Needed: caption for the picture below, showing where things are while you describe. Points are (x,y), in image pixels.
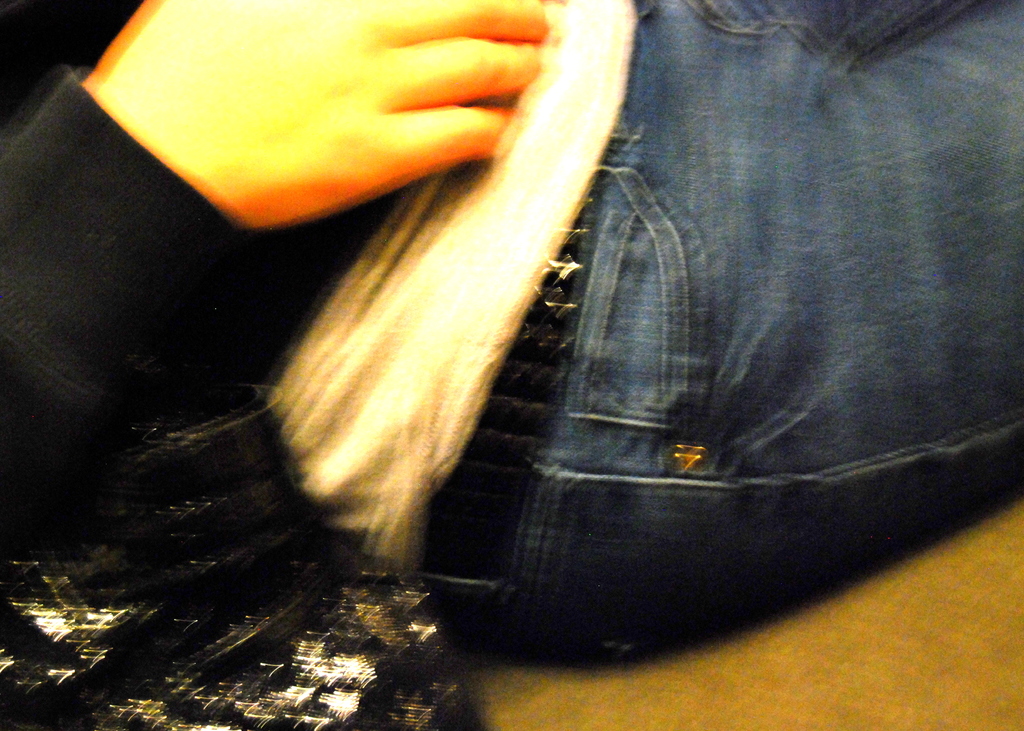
In this image, we can see a person (291,363) wearing clothes (451,345), belt (541,338) and sitting on a surface (787,693). On the left side (268,720) bottom of the image (182,642), it looks like a bag (294,649).
